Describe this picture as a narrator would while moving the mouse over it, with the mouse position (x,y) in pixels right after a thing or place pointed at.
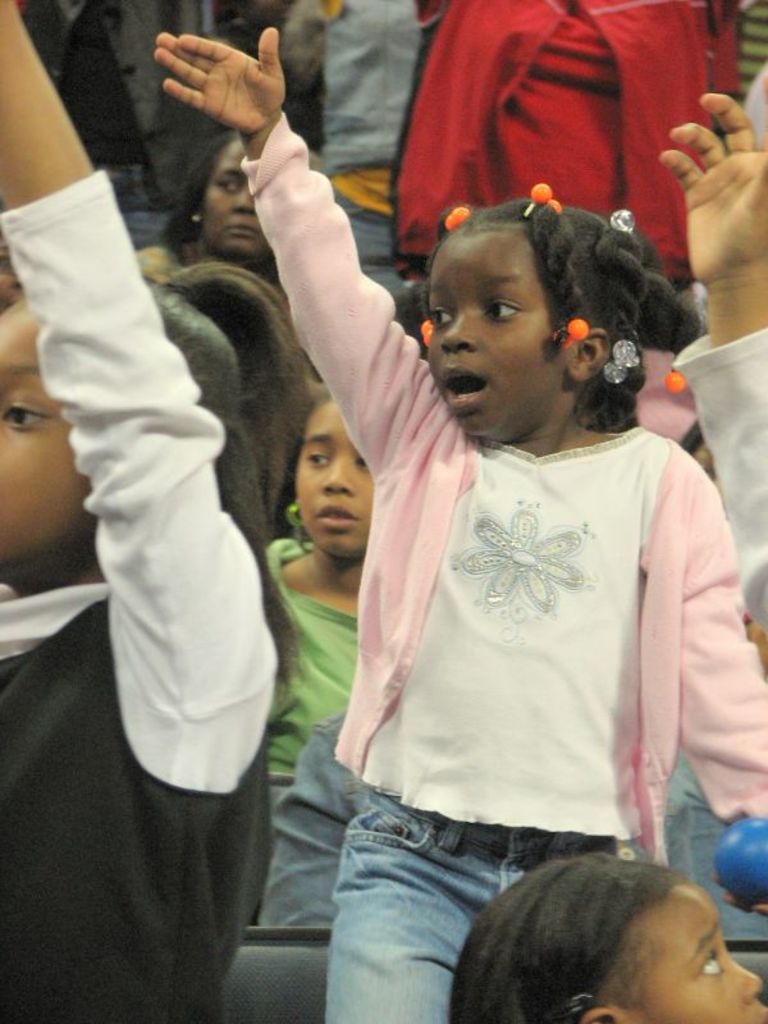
In this image, we can see some kids (213,671) raising their hands (696,229).
